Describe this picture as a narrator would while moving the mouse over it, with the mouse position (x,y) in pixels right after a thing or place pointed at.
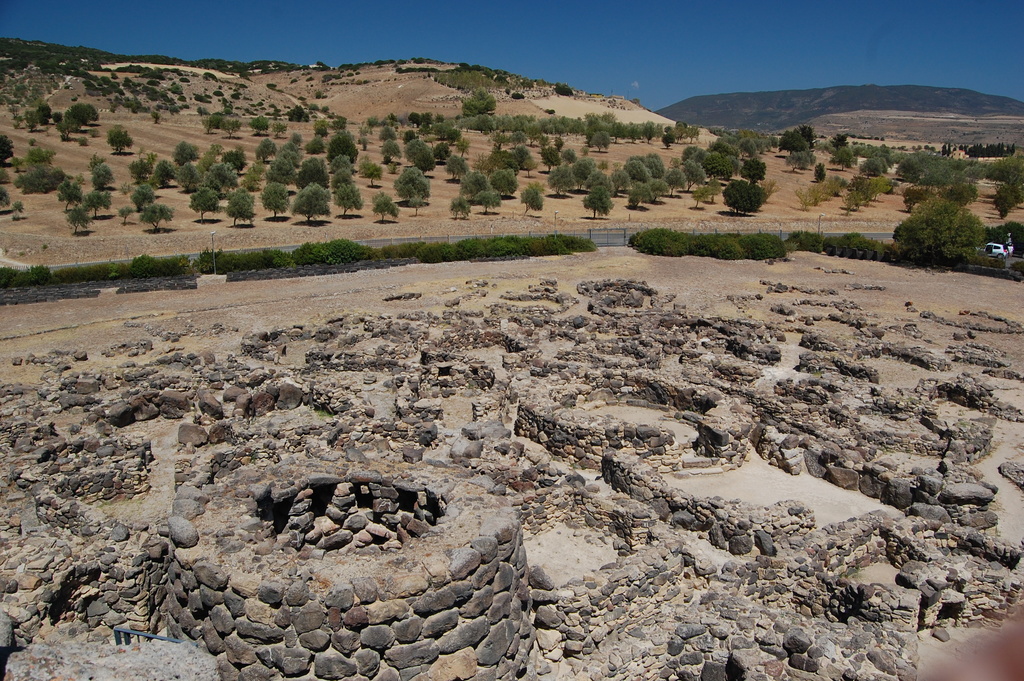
There is a land (637,320) covered with a lot of rocks (390,361) and sand (481,262), around that land (478,262) there are plenty of trees (39,269) and in the background (553,85) there is a mountain (761,107).
